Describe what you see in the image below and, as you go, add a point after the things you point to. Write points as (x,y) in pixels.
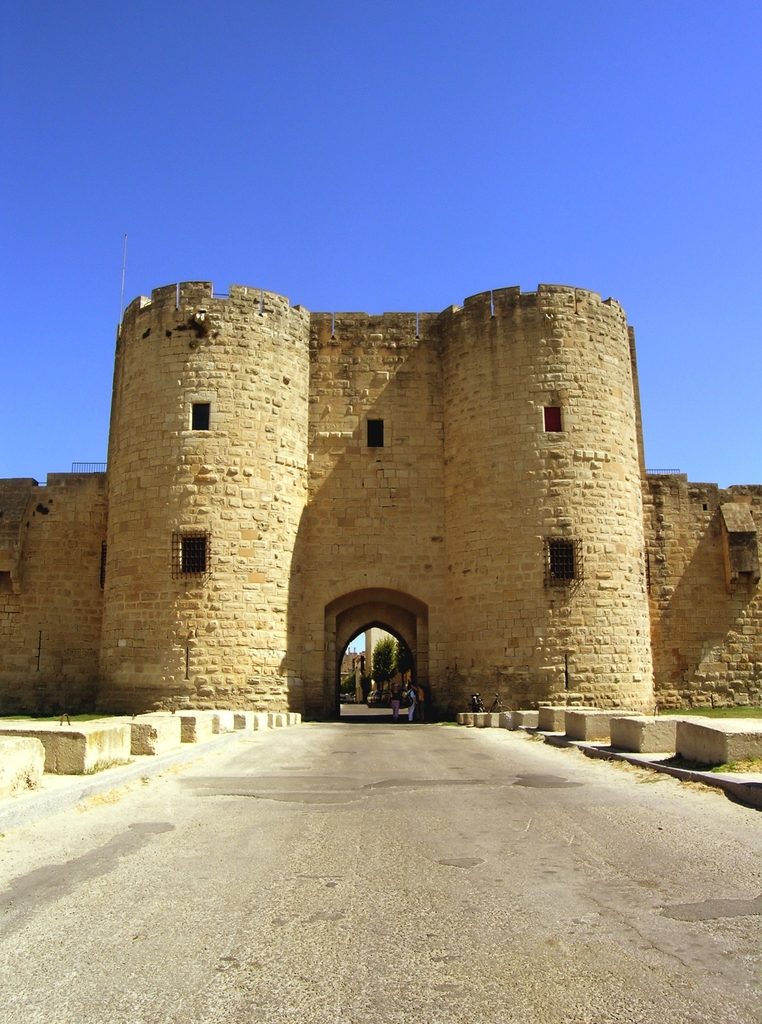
In this picture we can observe an entrance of the fort (471,565). We can observe cream color wall (250,521). There is a road (336,785) in front of this entrance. In the background (362,138) there is a sky (388,134).
